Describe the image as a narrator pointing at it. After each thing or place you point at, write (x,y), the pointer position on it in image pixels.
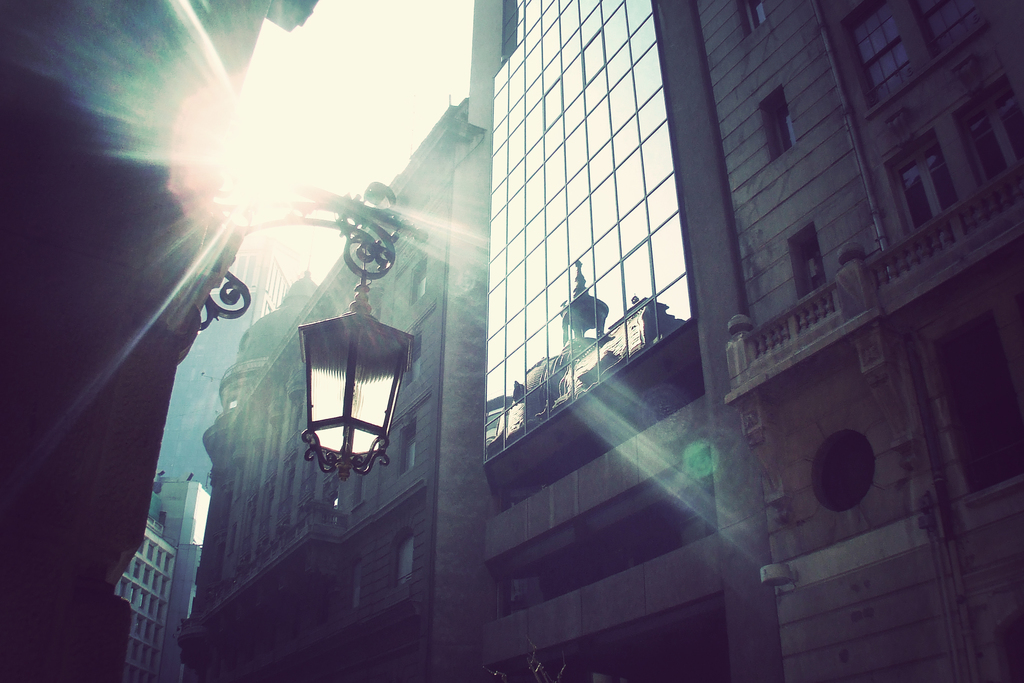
In this picture I can see buildings (477,430), light (329,350), and in the background (324,136) there is the sky (364,129).
